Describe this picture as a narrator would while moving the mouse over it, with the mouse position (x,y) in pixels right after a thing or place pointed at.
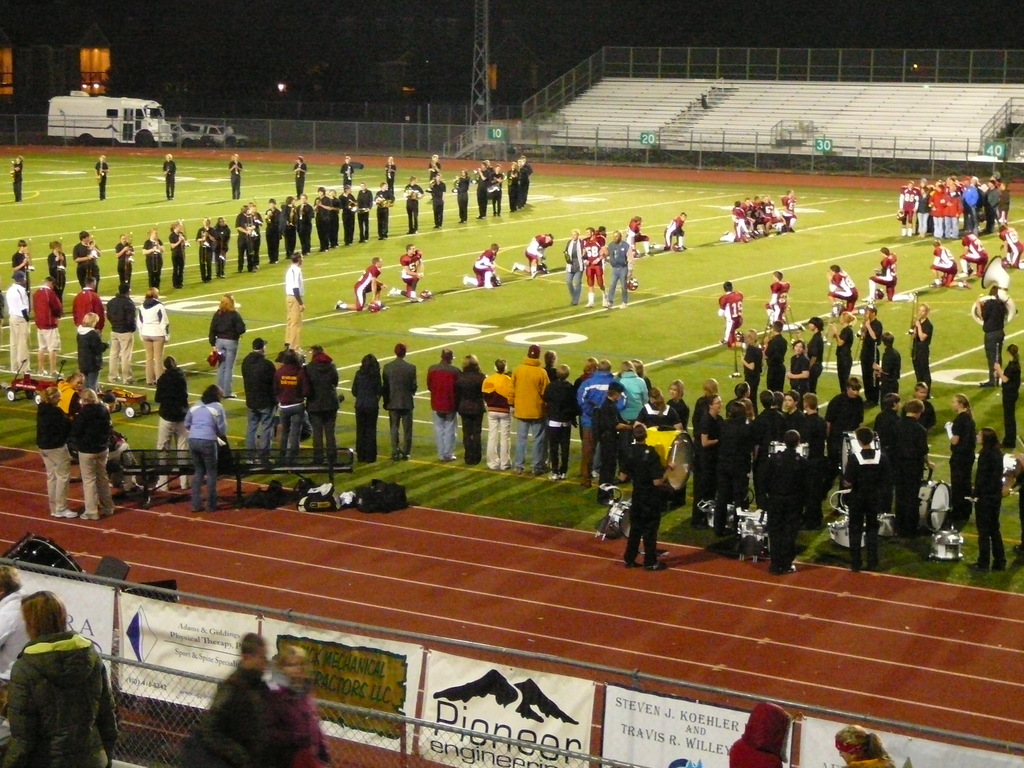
In this picture we can see a group of people (714,397) on the ground (193,270), here we can see vehicles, fence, banners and some objects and in the background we can see it is dark.
